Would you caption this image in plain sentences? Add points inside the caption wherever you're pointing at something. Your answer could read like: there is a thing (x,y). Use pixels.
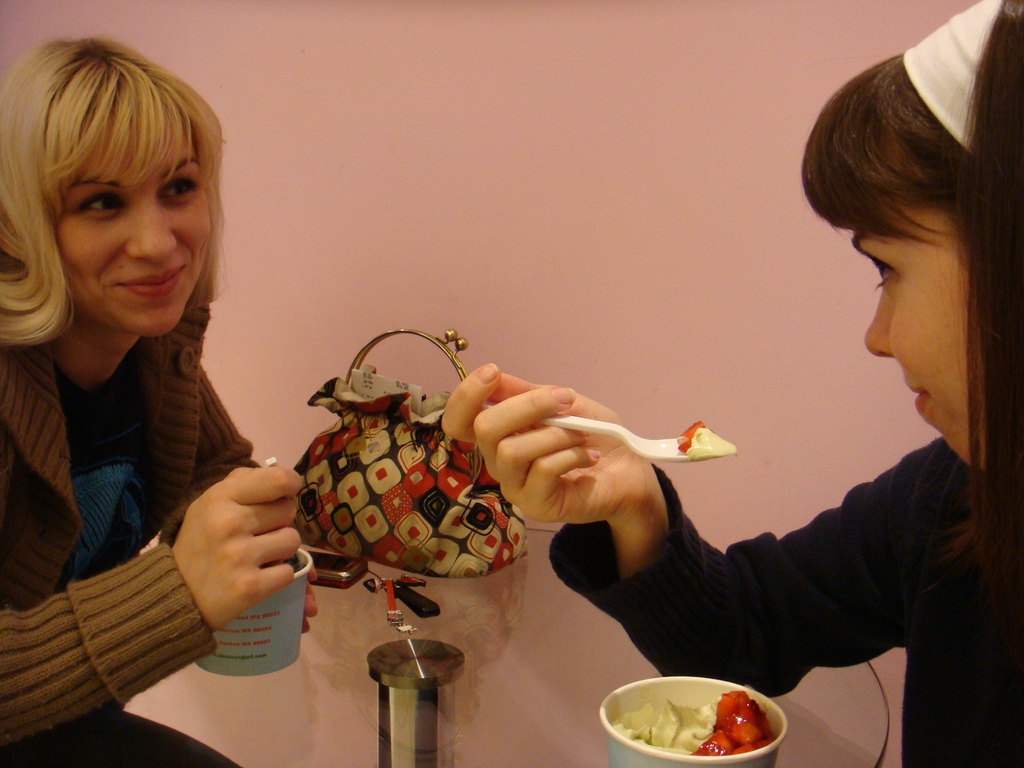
On the left (298,640) a woman (17,145) is holding a food cup (280,614) and smiling. In the right (966,71) a girl (1010,299) is holding a spoon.
